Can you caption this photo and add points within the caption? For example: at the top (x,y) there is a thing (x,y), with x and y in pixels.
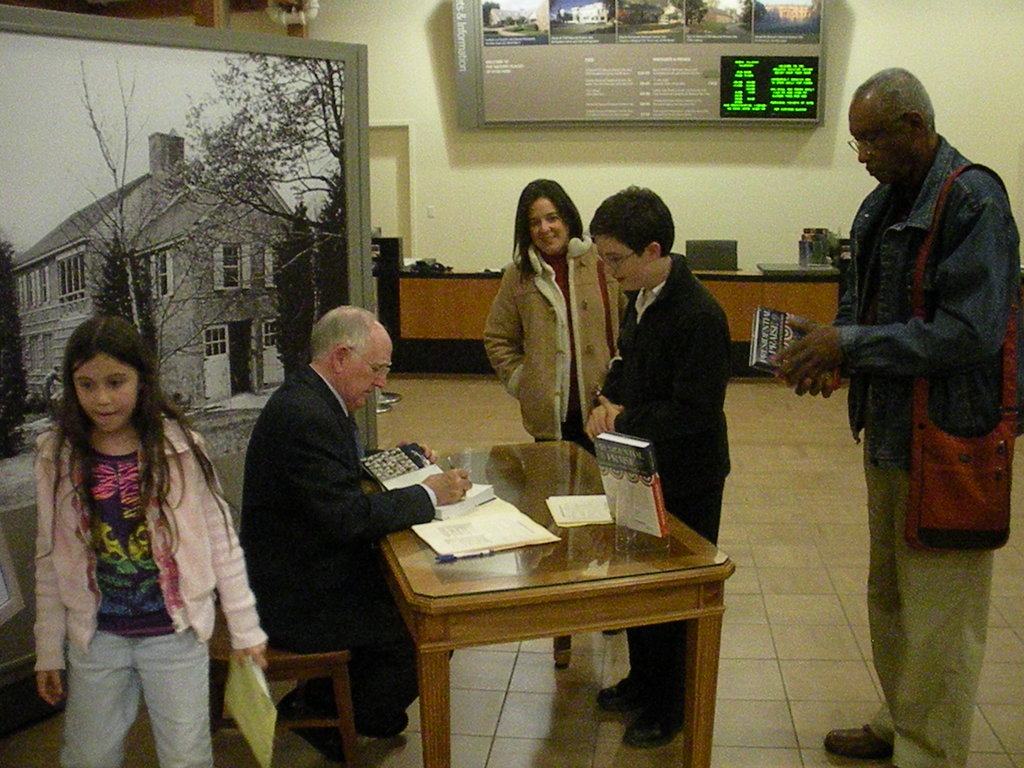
In this image we can see a person (463,477) is sitting on the chair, and in front here is the table (554,491) and books (406,471) on it, and here are the group of persons (608,348) standing on the floor (800,403), and at side here is the wall (620,162) and here are some objects (801,261) on it, and here is the house (184,309) in the photo, and here are the trees (307,257).
